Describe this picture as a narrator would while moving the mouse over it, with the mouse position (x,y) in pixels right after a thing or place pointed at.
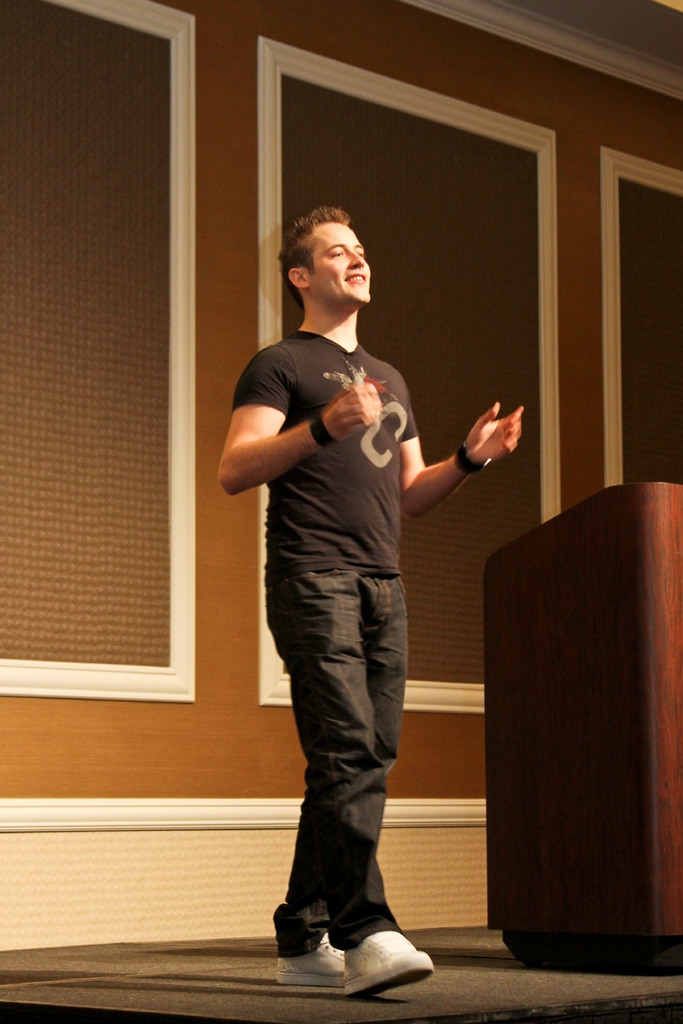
In this picture there is a man (361,878) walking and smiling and we can see podium (554,847). In the background of the image (199,225) we can see the wall (571,173).
